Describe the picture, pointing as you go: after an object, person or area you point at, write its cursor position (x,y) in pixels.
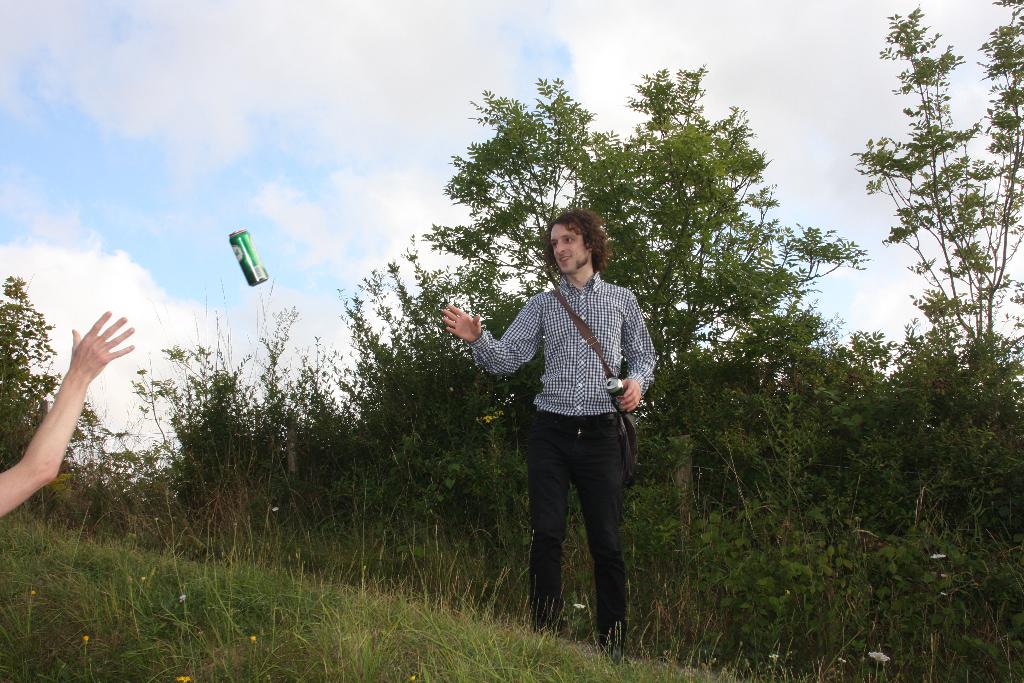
In the image there is a man (542,317) in checkered shirt (559,323) and black pant (574,425) showing hand (456,315). there is a soft drink tin (235,236) in the middle of air (280,311) and a hand (64,415) visible on the left side (94,356), the land (359,672) is covered with grass (364,657) in the front (524,654) and trees (698,181) in the background (681,273) and above its sky (303,118) with clouds (133,110).
